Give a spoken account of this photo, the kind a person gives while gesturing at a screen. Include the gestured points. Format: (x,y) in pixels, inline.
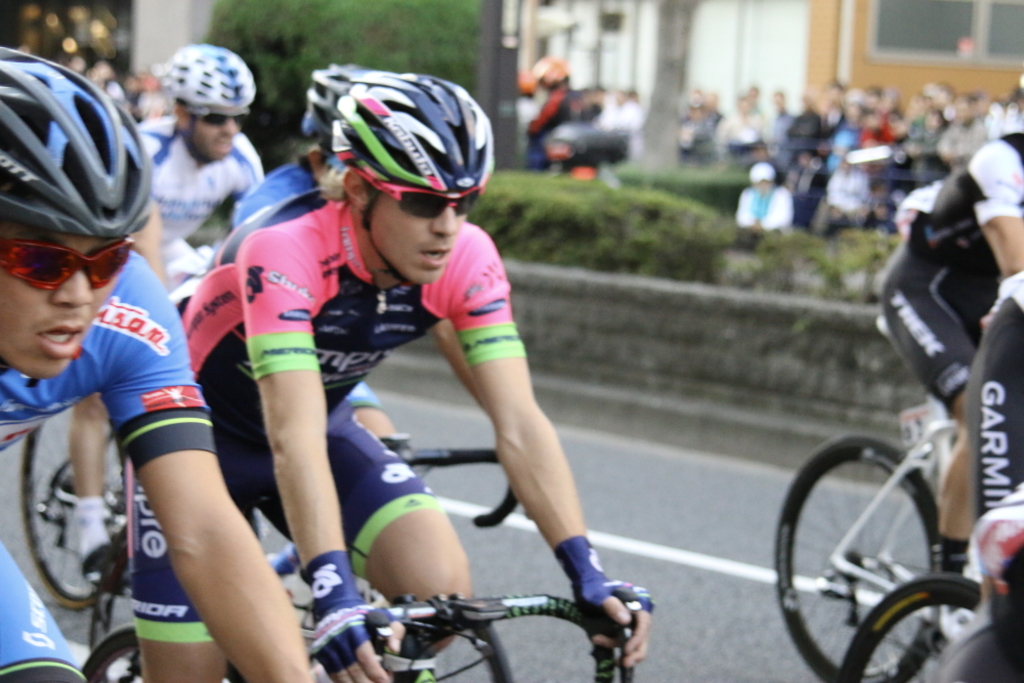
In the front of the image (245,607) I can see people (992,442) are holding bicycles (417,610) and wore helmets (389,172). In the background of the image (861,31) it is blurry. I can see a tree (353,6), plants (339,6) and people (801,131).
